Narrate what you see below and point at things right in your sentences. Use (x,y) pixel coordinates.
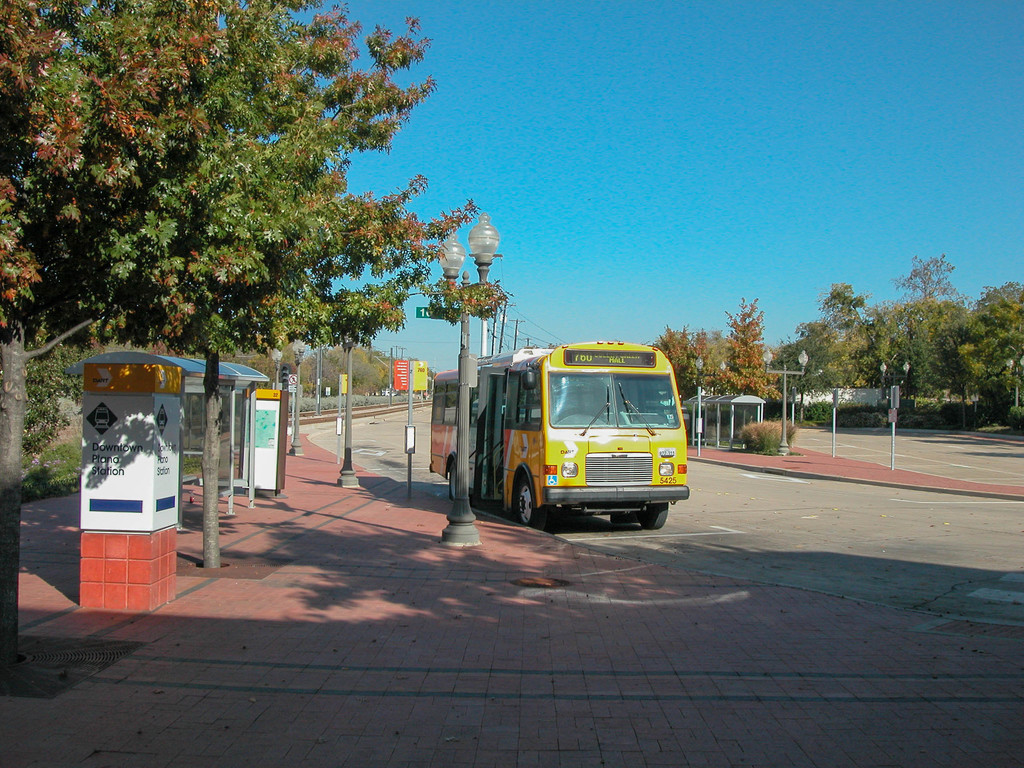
In the center of the image (519,416) there is a bus (528,465) on the road (989,594). On the right side of the image (983,349) there are sign boards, trees (809,340) and poles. On the left side of the image (221,2) we can see light poles (459,474), shelter (238,437) and trees (128,236). In the background (505,233) there are trees (355,370) and sky (596,139).
